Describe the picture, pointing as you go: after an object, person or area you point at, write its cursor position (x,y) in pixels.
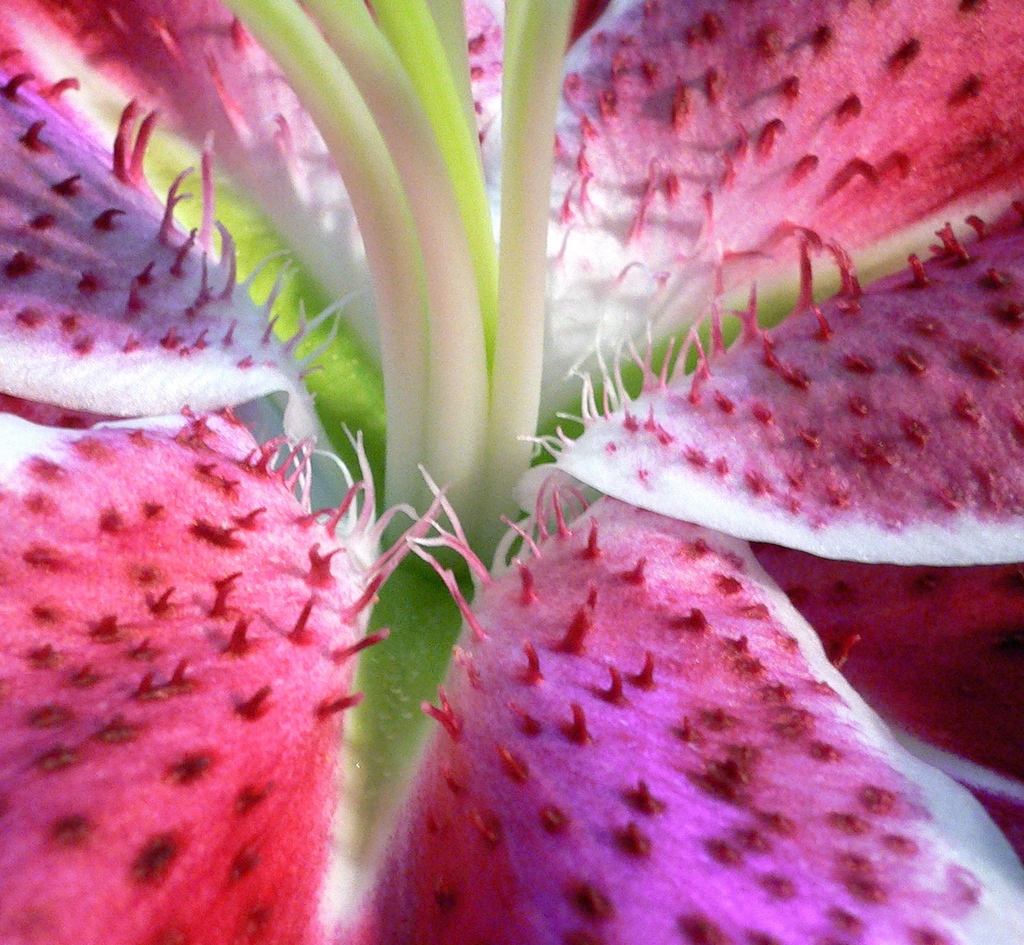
It is a zoomed in picture of a flower (728,350).
